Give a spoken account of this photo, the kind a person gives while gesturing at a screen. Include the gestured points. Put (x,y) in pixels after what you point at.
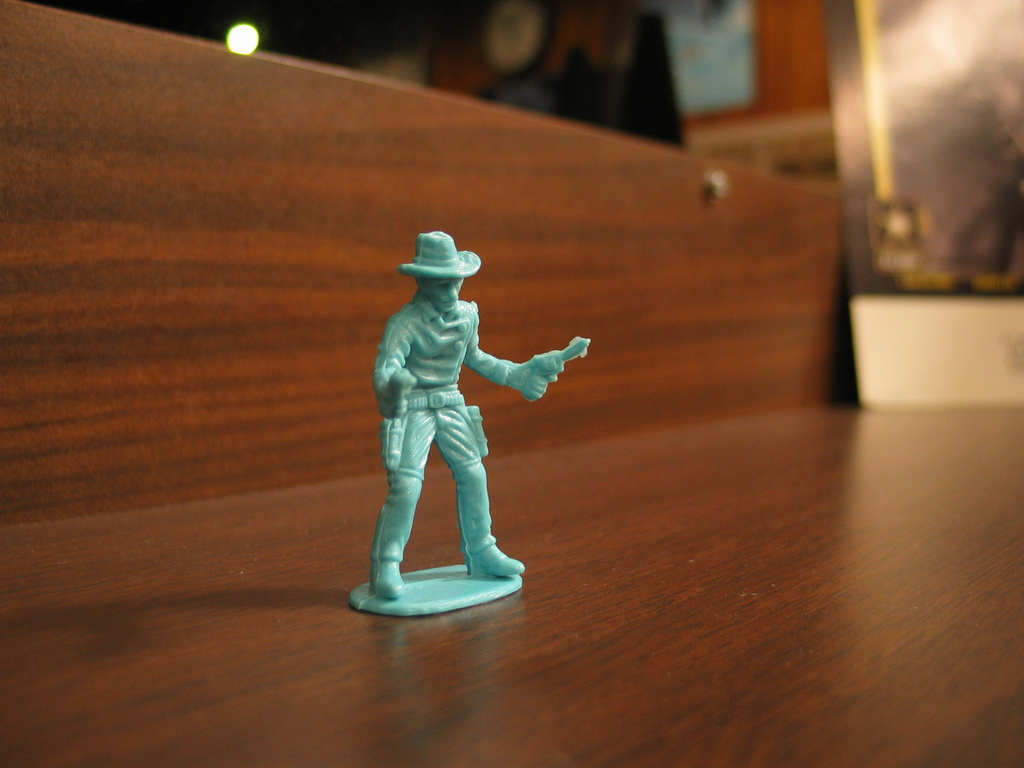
In this image I can see a green colour toy (395,423) over here. In the background (863,140) I can see a thing (852,205) and I can also see this image is little bit blurry from background (757,261).
